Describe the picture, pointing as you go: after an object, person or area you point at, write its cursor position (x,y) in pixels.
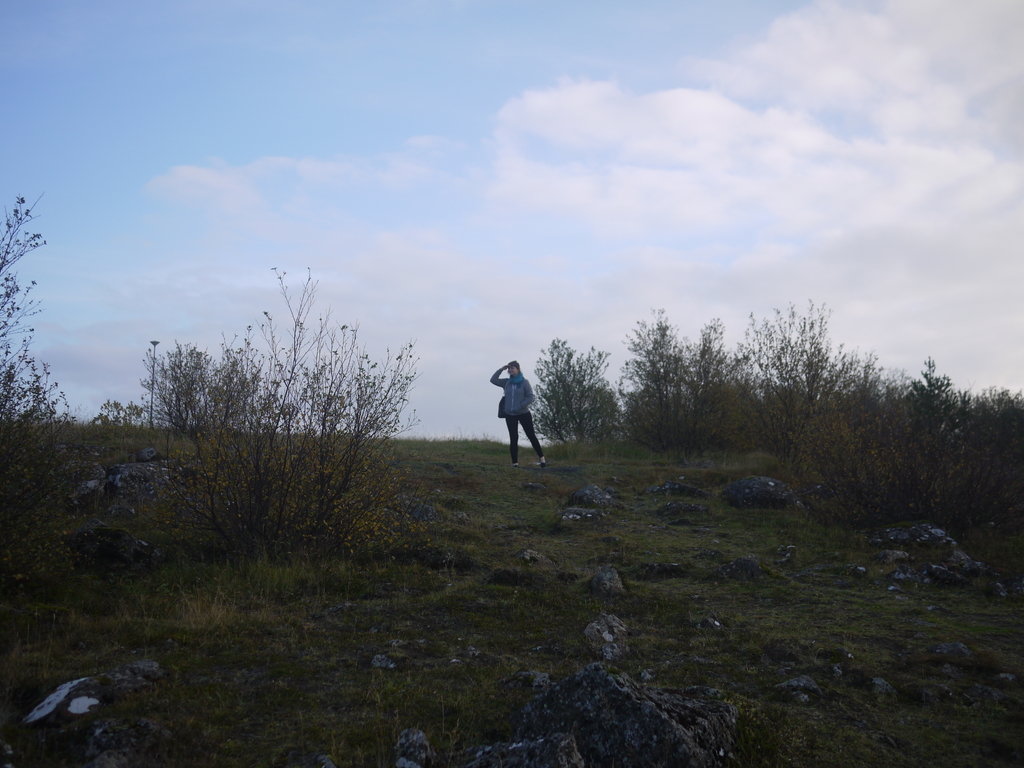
This is a person (511,432) standing. These are the trees (918,440). I can see the rocks (600,711) and the grass (700,561). I think this looks like a small hill (594,591). Here is the sky (530,178).
